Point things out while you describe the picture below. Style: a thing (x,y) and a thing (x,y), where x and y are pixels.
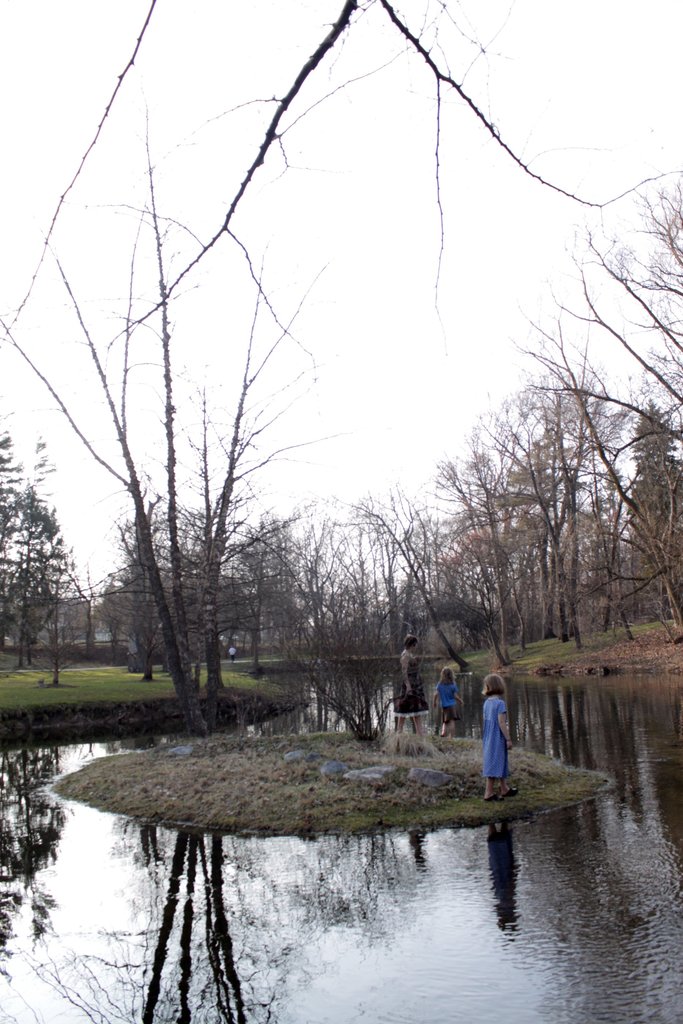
In this image we can see three persons (412,705) standing on the ground (356,740), there are some trees (361,604), water (393,687) and the grass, also we can see the sky (562,249).
